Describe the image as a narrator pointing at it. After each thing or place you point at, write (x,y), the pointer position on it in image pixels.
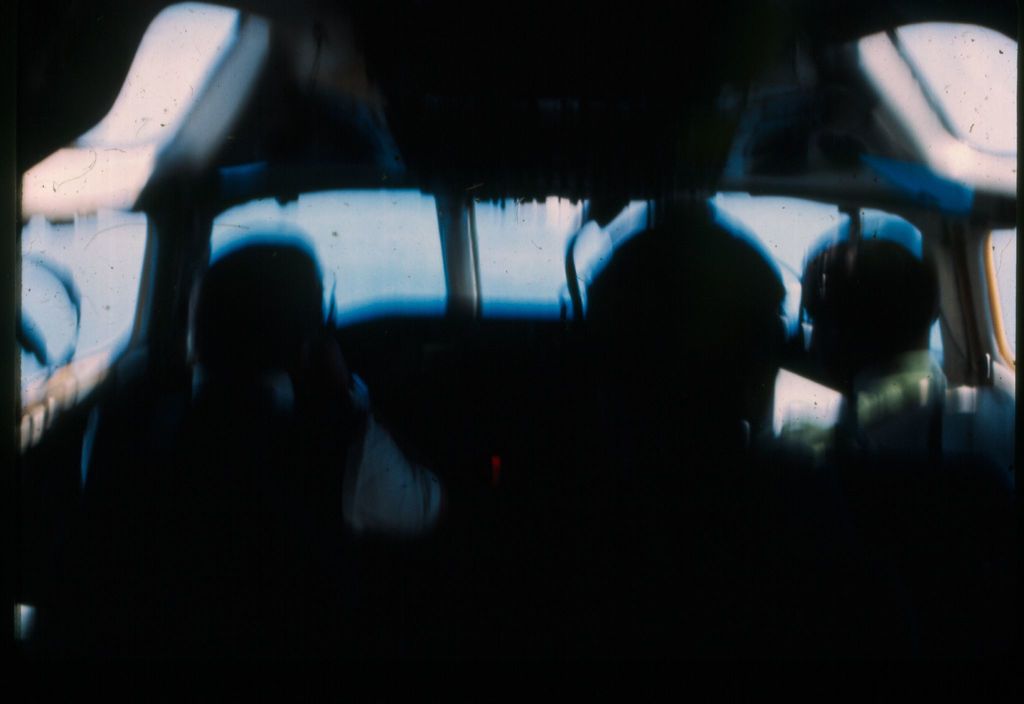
This is an edited image and a inside view of the vehicle (494,287), where there are people (662,294).
